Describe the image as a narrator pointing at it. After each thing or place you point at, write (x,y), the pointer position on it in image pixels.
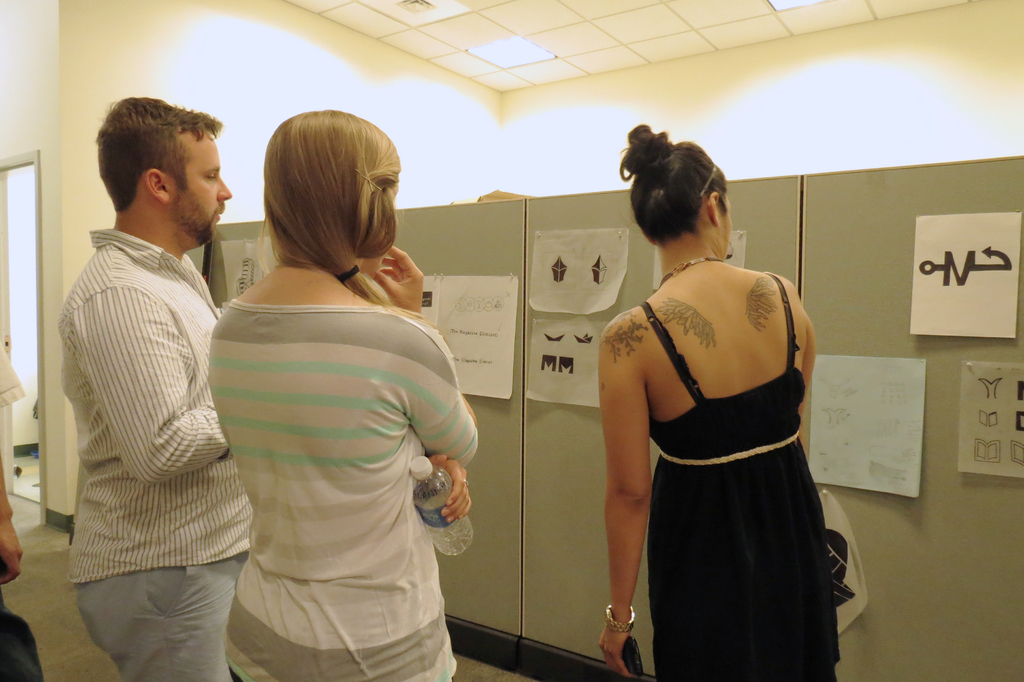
In the foreground of the picture (186,326) there are three people (407,434) standing. In the center of the picture (484,262) there is a wall (625,274), to the wall (529,279) there are papers (487,285) attached. At the top (501,51) there are lights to the ceiling (452,68). On the left (15,394) there is a person (1,595) and a door (35,277). In the background (42,83) there is a wall (346,99) painted white.
